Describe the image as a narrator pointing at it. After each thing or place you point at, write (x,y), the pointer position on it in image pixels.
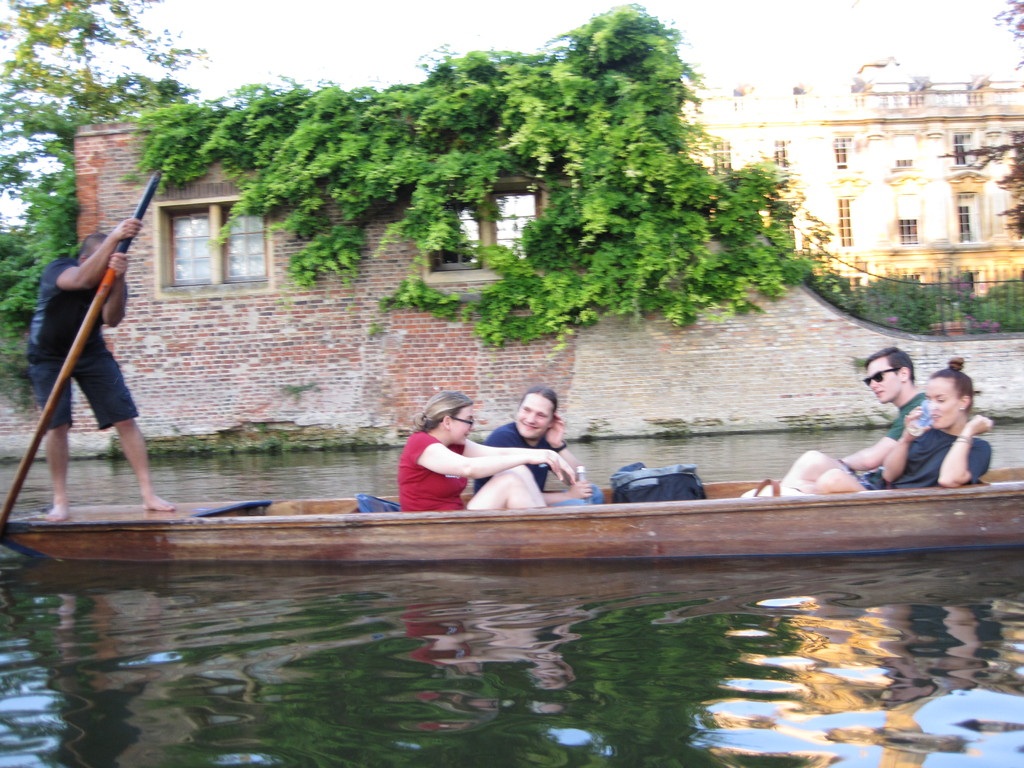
In the middle (434,442), we see five people (135,444) are riding the boat (837,505). At the bottom (474,721), we see water (597,697) and this water (802,710) might be in the canal (803,711). Behind them, we see a building (289,280) which is made up of bricks (763,325). It has the glass windows (505,207). There are trees (797,266), iron railing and a building (867,255) in the background (871,237). At the top (183,10), we see the sky (577,7).
